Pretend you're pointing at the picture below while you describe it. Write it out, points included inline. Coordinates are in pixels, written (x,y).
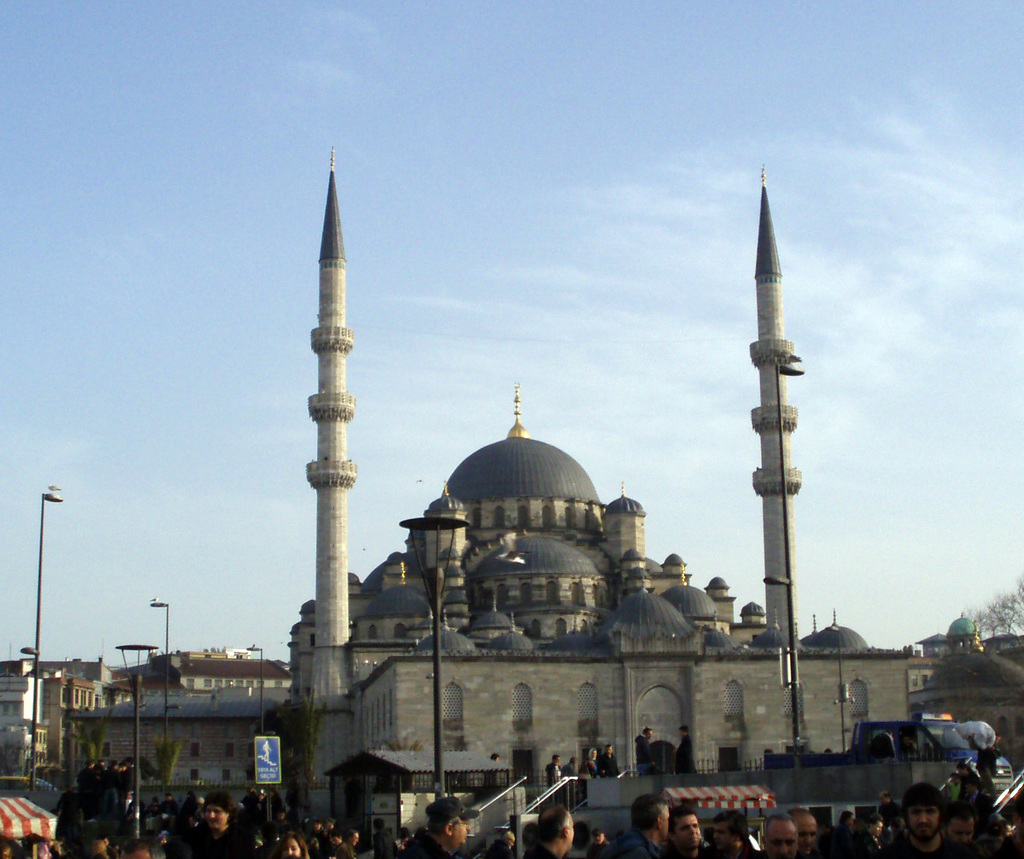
At the bottom of the picture (216,857), we see people (380,852) are standing. In the middle of the picture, we see a mosque (591,691). Beside that, we see a staircase (532,786) and the stair railing (506,794). Beside that, people (570,775) are standing. On the left side (39,818), we see a tent (24,813) in white and red color. Beside that, we see the street lights (27,649) and poles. There are buildings (199,689) in the background (1011,679). On the right side (922,757), we see a vehicle (916,738) in blue color is parked on the road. Behind that, we see the trees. At the top (582,124), we see the sky (645,182).
